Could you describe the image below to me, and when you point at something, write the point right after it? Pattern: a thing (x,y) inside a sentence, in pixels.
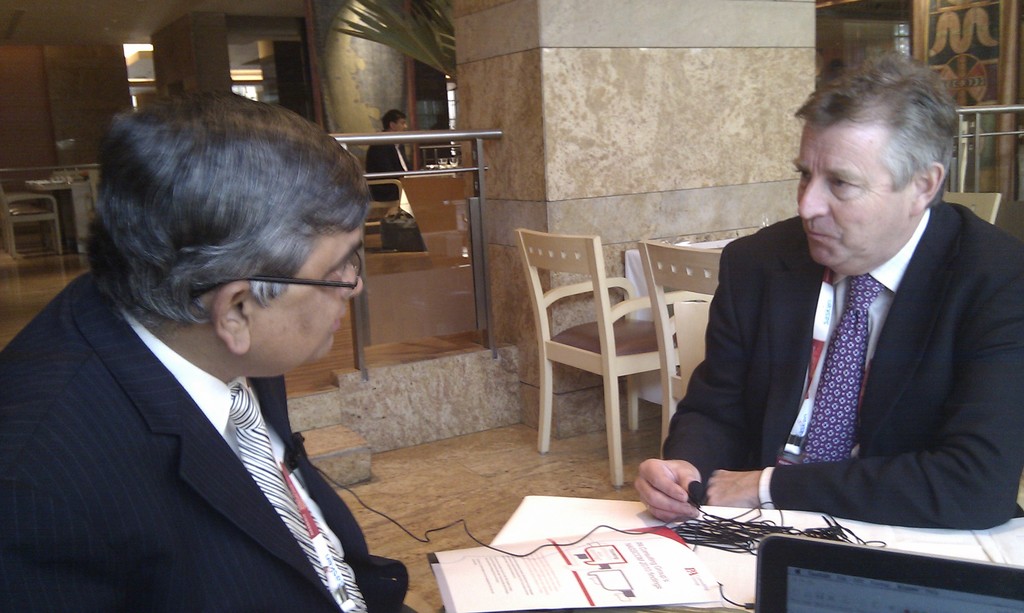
In this picture there are two persons (642,483) sitting and discussing in front of them, they are laptop (775,588), cables (758,529) and a book (659,546). Behind them there are some chairs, in the backdrop (422,51) there is a pole (618,102), a plant (426,44) and a person (365,154) sitting.
